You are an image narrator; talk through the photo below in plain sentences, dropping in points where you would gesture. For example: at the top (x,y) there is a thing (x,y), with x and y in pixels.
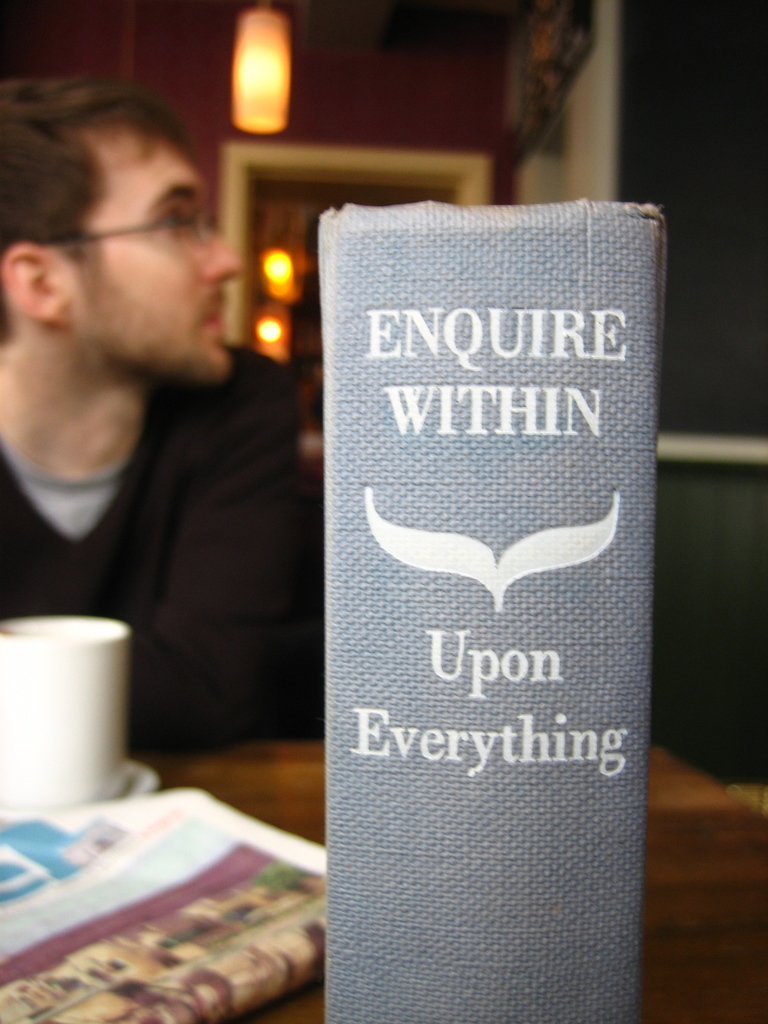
In this image, we can see a book (491,474) and there is some text (474,666) on it. In the background (146,375), there is a person (124,438) wearing glasses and there are lights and we can see a cup (88,741) and a newspaper (217,878) on the table (665,874).
